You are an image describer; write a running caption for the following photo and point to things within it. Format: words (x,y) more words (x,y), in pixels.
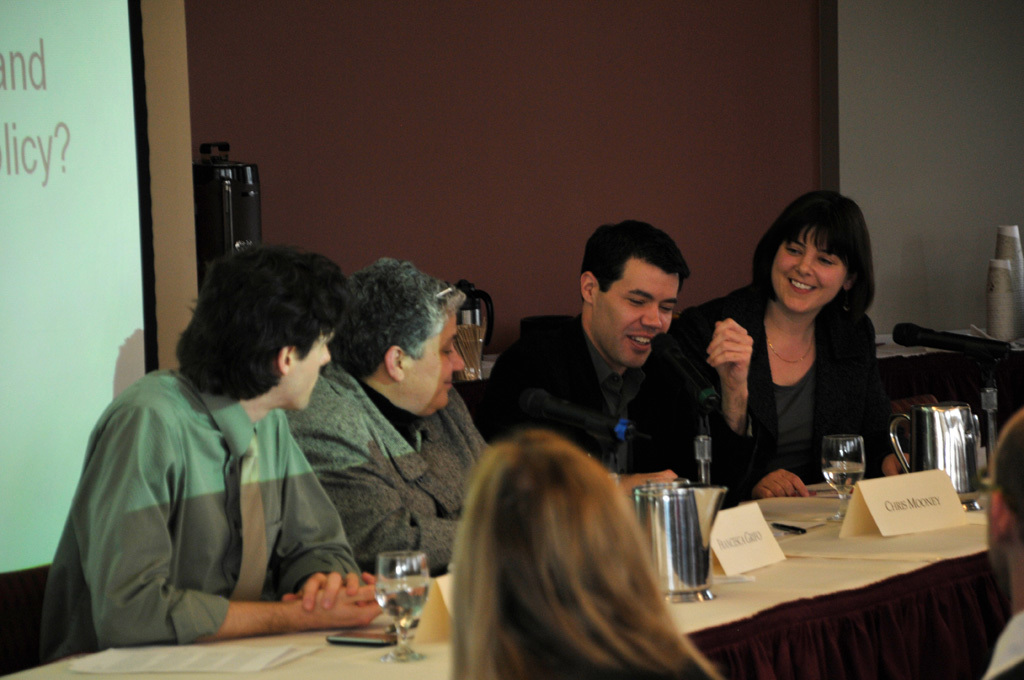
There are four members (343,468) sitting in the chairs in front of a table (863,543) on which name plates (901,501), glasses (847,473) and some jars (668,538) were placed. There are two men (679,380) and two women (808,376). There is a microphone (937,343) on the table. In the background (85,348), there is a projector display screen (59,212) and a wall (551,164) here.
